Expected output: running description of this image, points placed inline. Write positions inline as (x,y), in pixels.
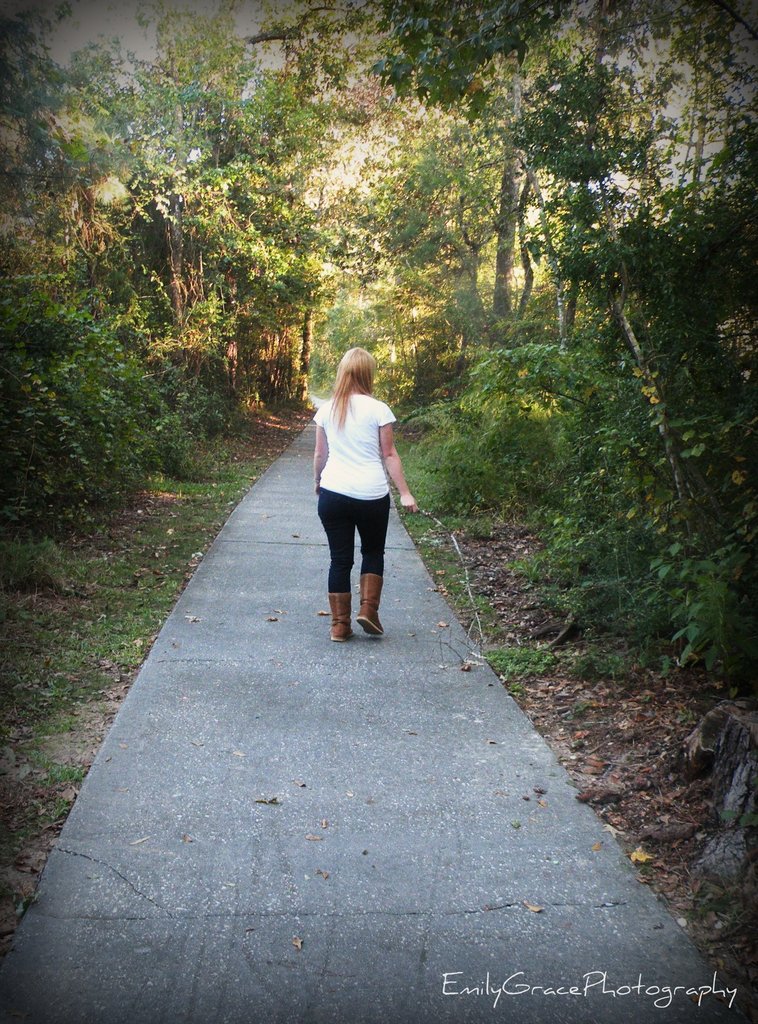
Here I can see a woman (361,449) wearing white color t-shirt (363,450) and walking on the road (283,799). On the both sides of the road (268,657), I can see the grass (139,581) and trees (389,181). On the right bottom of the image (561,986) I can see some text (574,991).
